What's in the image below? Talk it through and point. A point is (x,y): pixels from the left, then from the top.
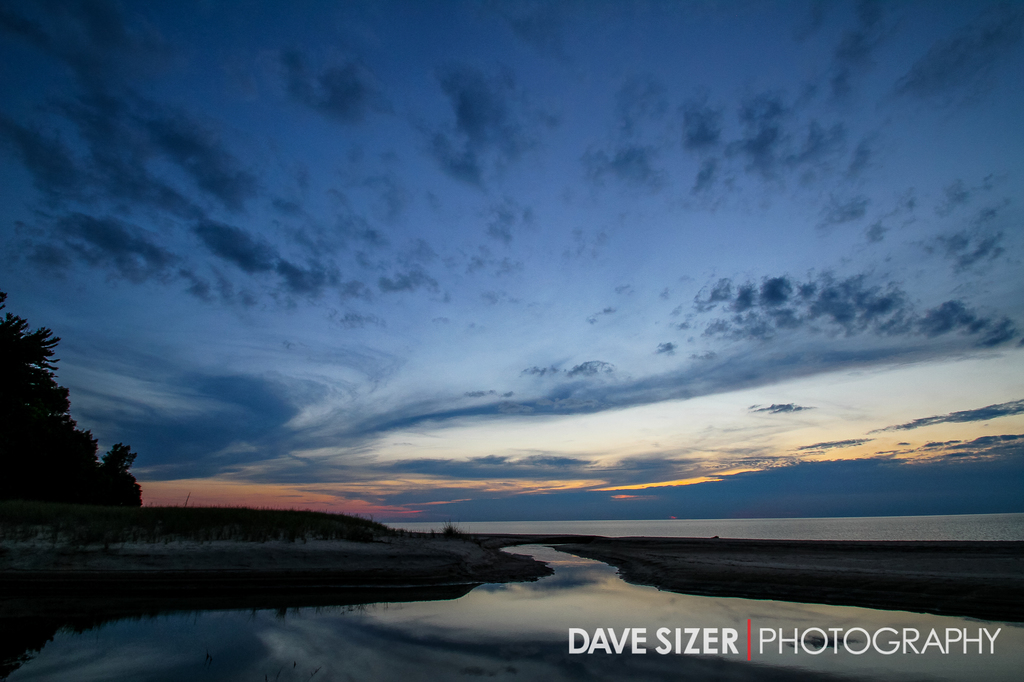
In this image we can see the water (789,664) and there are some trees (51,415) and grass (222,521) on the ground (413,553) and at the top (450,225) we can see the sky (430,189) with clouds (484,110) and there is some text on the image.
